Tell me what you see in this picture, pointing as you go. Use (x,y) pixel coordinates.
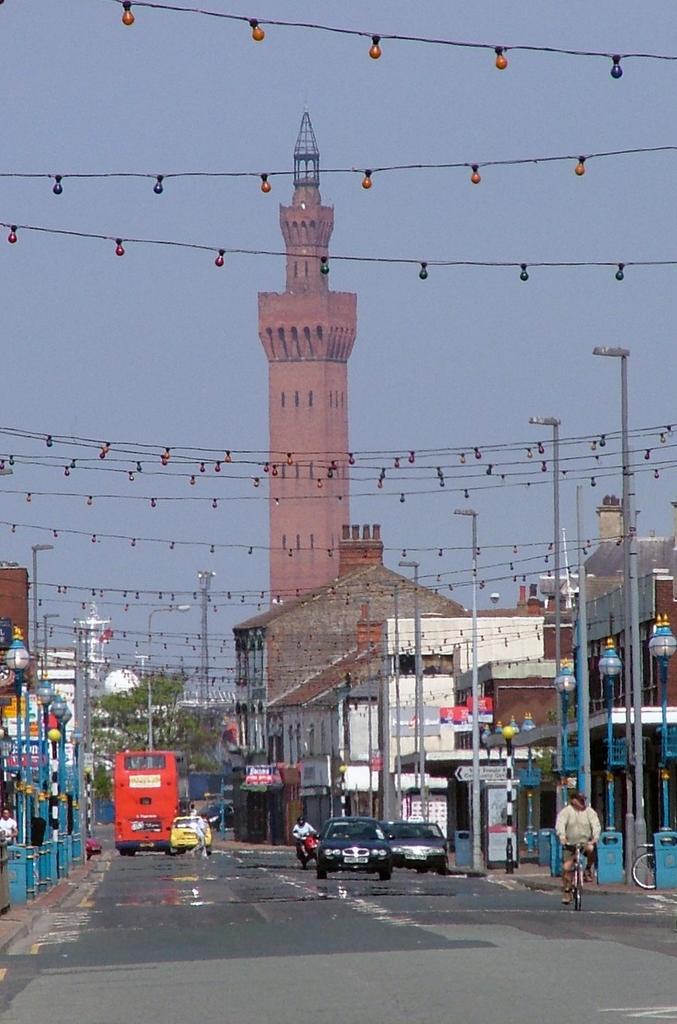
In this image we can see vehicles (137,829) on the road (433,925). To the both sides of the road (453,925), poles (510,755) and buildings (450,683) are there. At the top of the image (155,178) sky (416,150) and lights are there.
